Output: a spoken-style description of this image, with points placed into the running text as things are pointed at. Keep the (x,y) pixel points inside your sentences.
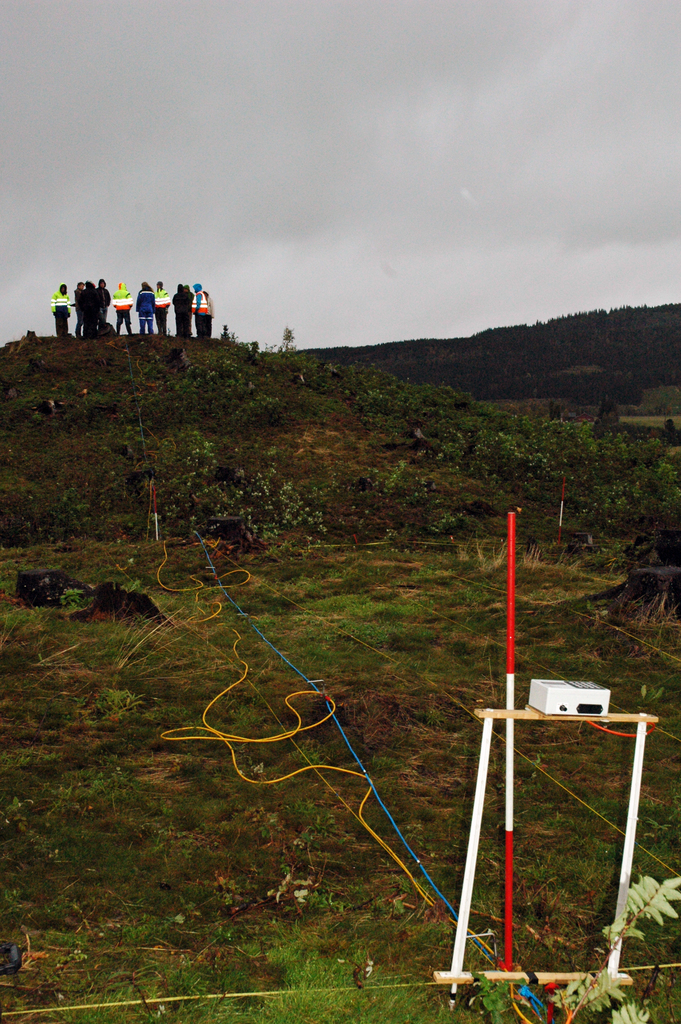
In this image we can see a persons (99,322) on the hill (196,575). At the bottom right corner (542,709) we can see projector (595,707) and a pole (509,556). In the background (415,202) there is a sky (370,235).
